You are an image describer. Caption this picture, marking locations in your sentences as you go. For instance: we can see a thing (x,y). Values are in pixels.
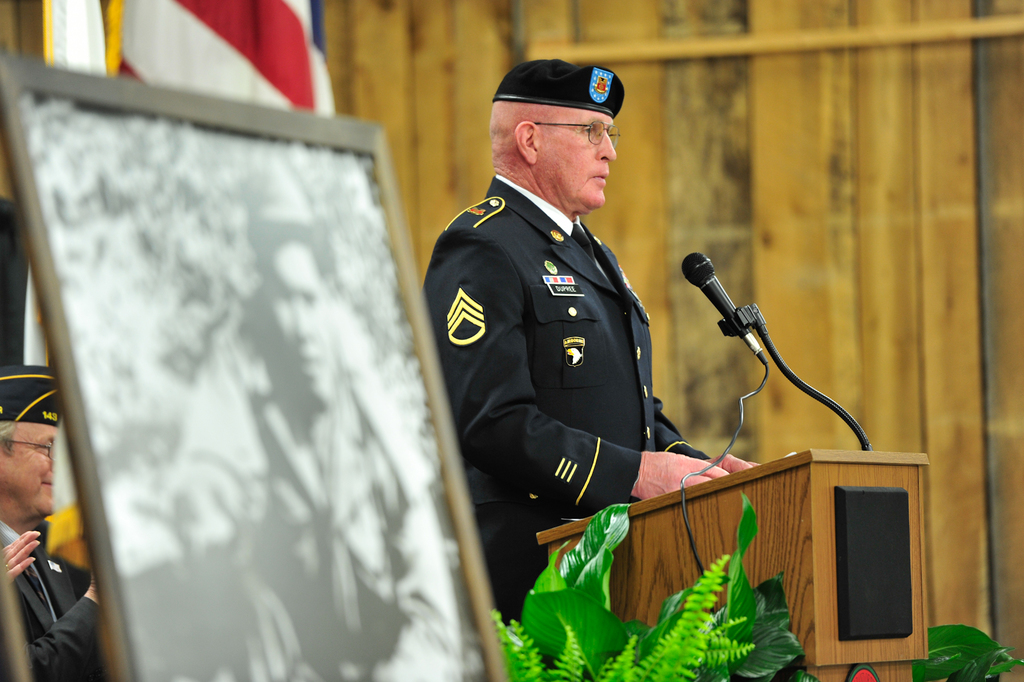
On the left side of the image (230,457) we can see one photo frame (220,494). On the photo frame (275,448), we can see one person (370,624) and a few other objects (165,295). In the center of the image (550,401), we can see one person (594,364) standing and he is wearing a cap (597,111) and glasses (573,125) and he is in different costume (565,339). In front of him, we can see one wooden stand (806,491), microphone (748,314), wire (761,388), plants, etc. In the background (779,438) there is a wooden wall (967,617), one flag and a few other objects (24,358). And we can see one person (2,493) sitting and he is smiling and he is wearing a cap (55,421) and glasses (47,445). In front of him, we can see one human hand (20,554).
